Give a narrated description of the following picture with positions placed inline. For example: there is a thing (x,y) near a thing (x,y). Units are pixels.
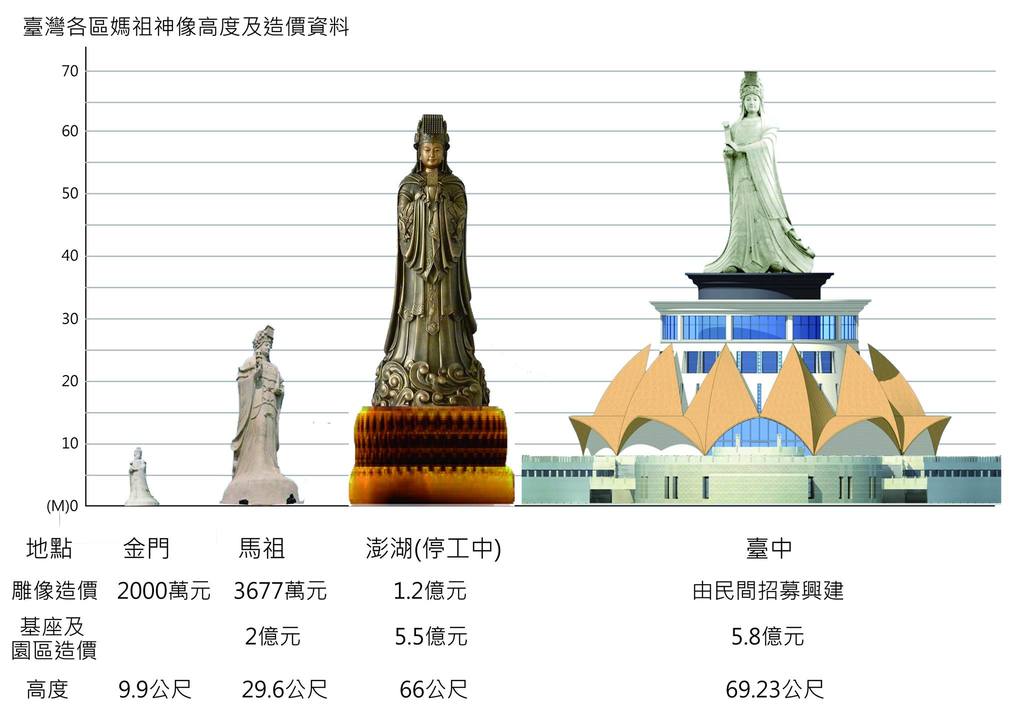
In this image I can see the paper (115,342). In the paper (111,392) I can see the statues (235,442). I can see one statue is on the building (711,427). And I can see something is written on it.
